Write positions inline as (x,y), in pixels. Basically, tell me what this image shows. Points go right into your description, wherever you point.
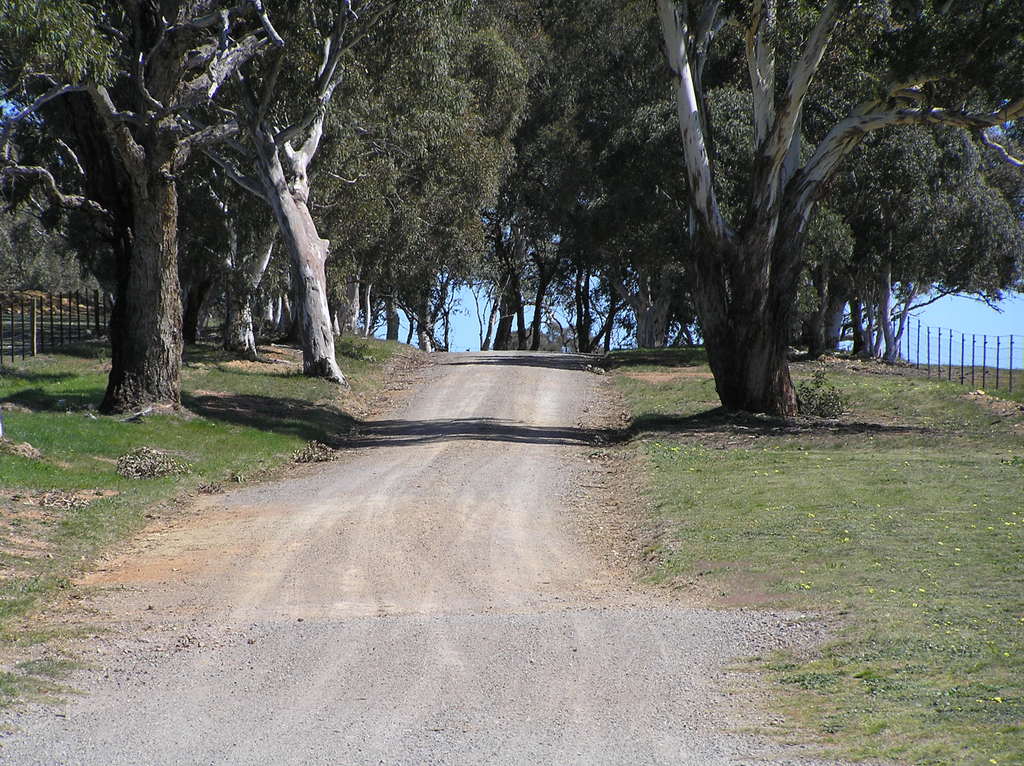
In the center of the image (576,477) there is a walkway (518,557). In the background (911,303) there are trees (606,252) and we can see a fence (957,348). There is sky (978,321).
